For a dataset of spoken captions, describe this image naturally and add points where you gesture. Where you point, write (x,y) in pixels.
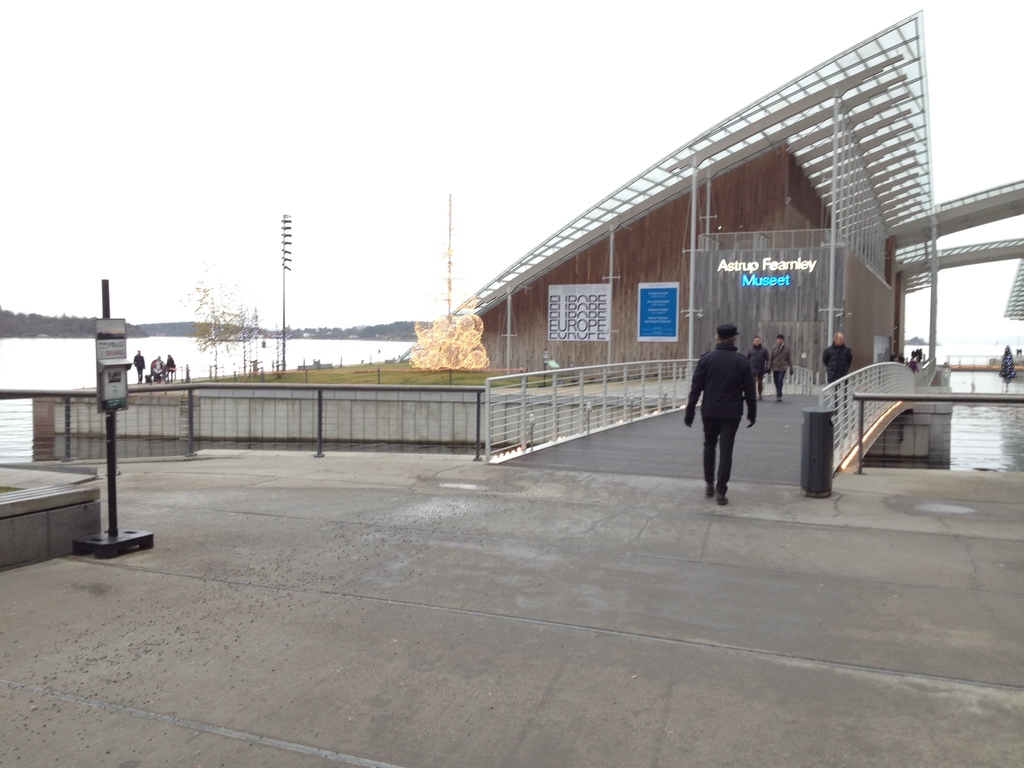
In this image there is a building (753,229) in the middle (554,296). In front of the building (735,268) there is a bridge (681,433) on which there are few people (739,403) walking. Under the bridge (841,415) there is water (973,422). At the top (467,51) there is the sky (448,117). On the left side (109,433) there is a pole (115,416) to which there is a board (102,370). There is a fence (190,400) around the bridge (600,397). Beside the building (564,349) there is a ground (326,377) on which there are poles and some lights (439,343). On the right side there is a pole (862,406).
